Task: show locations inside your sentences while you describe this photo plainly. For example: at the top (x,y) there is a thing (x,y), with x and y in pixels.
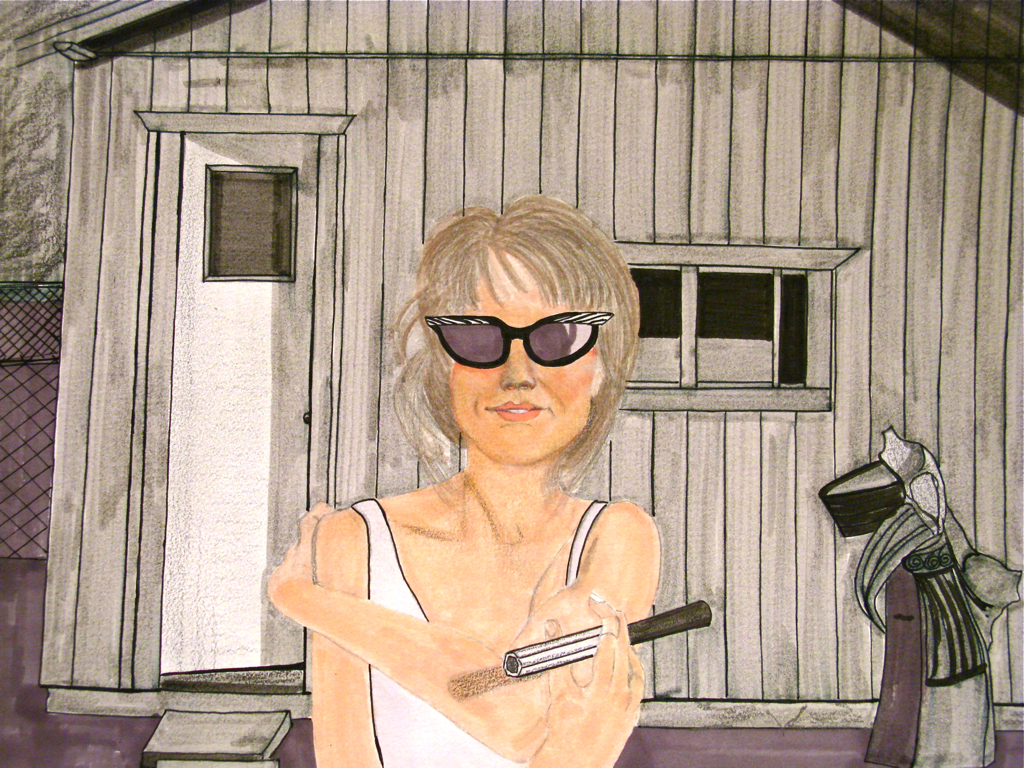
In this picture there is a sketch (349,397). At the bottom (406,525), there is a woman (443,538) wearing a white top (470,748) and she is holding something. Towards the right (907,643), there are some objects (907,643). In the background (425,202), there is a house (574,188) with door (298,353) and window (809,273).
